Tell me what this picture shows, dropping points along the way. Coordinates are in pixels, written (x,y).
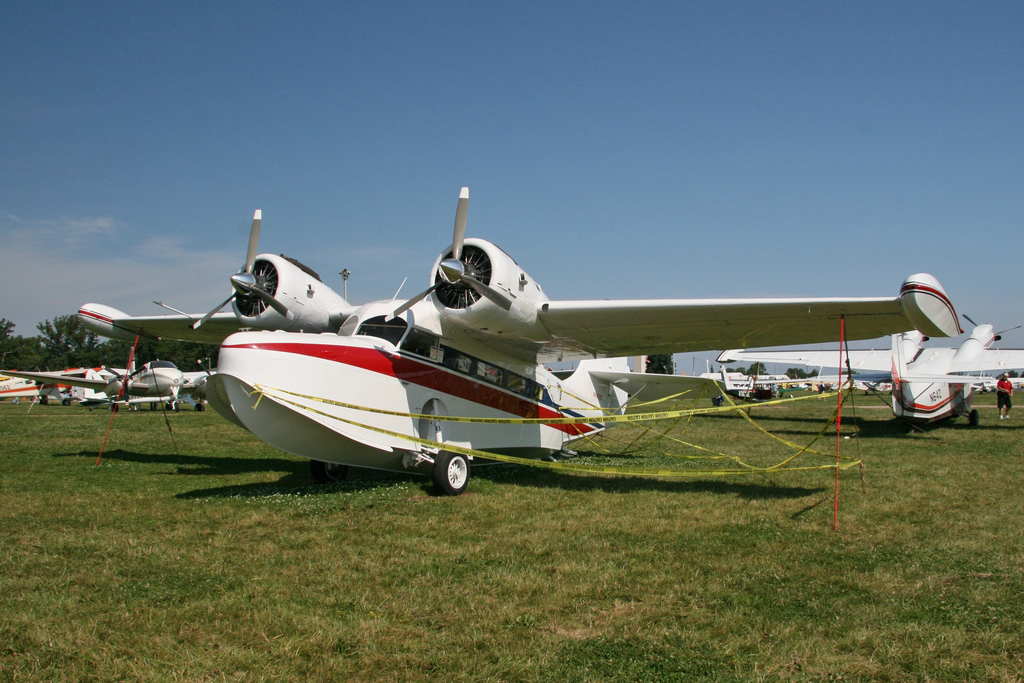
In the picture I can see a white color aircraft (450,342) on the ground (64,486). In the background (29,376), we can see a few more aircraft's (962,395), we can see trees (761,363) and the blue color sky (611,257) with clouds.
